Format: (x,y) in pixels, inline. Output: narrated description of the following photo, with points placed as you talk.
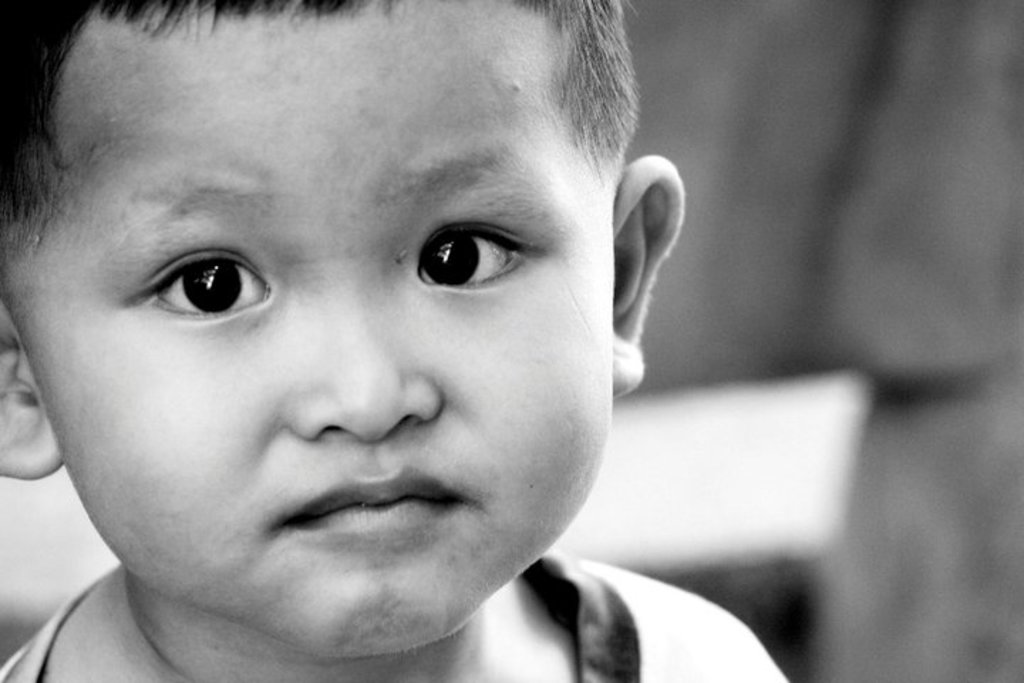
In the image a kid (564,625) is watching.
